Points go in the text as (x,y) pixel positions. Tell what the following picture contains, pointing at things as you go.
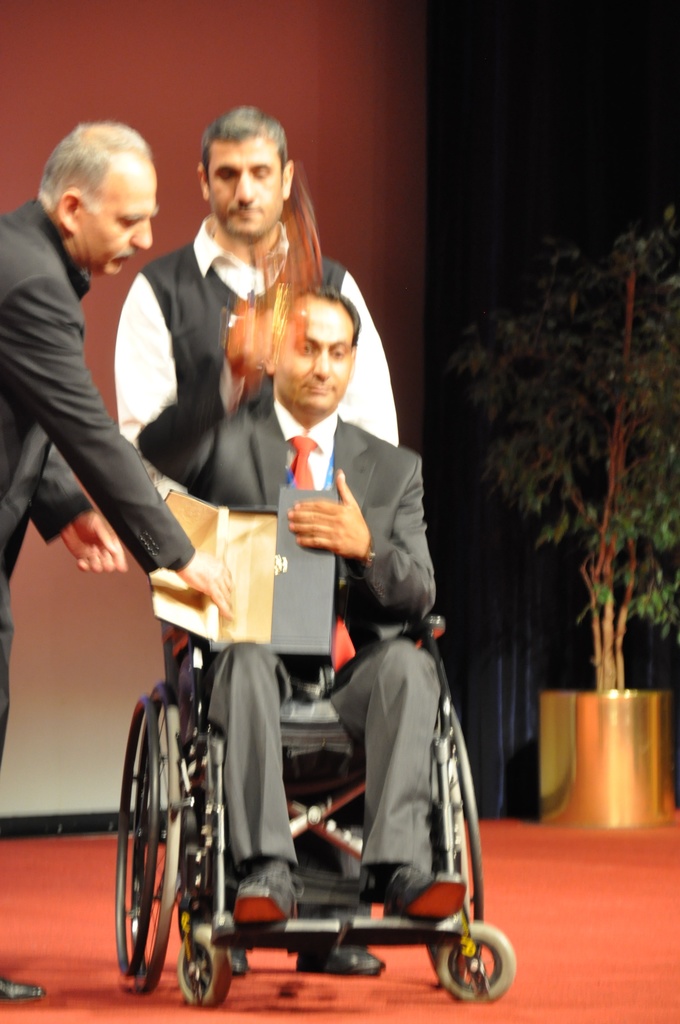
There are two people (246,291) standing on the floor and this man (407,712) sitting on a chair (343,839) and holding a box (331,498). In the background (624,797) we can see plant (604,663) with pot (605,729) and it is dark.
